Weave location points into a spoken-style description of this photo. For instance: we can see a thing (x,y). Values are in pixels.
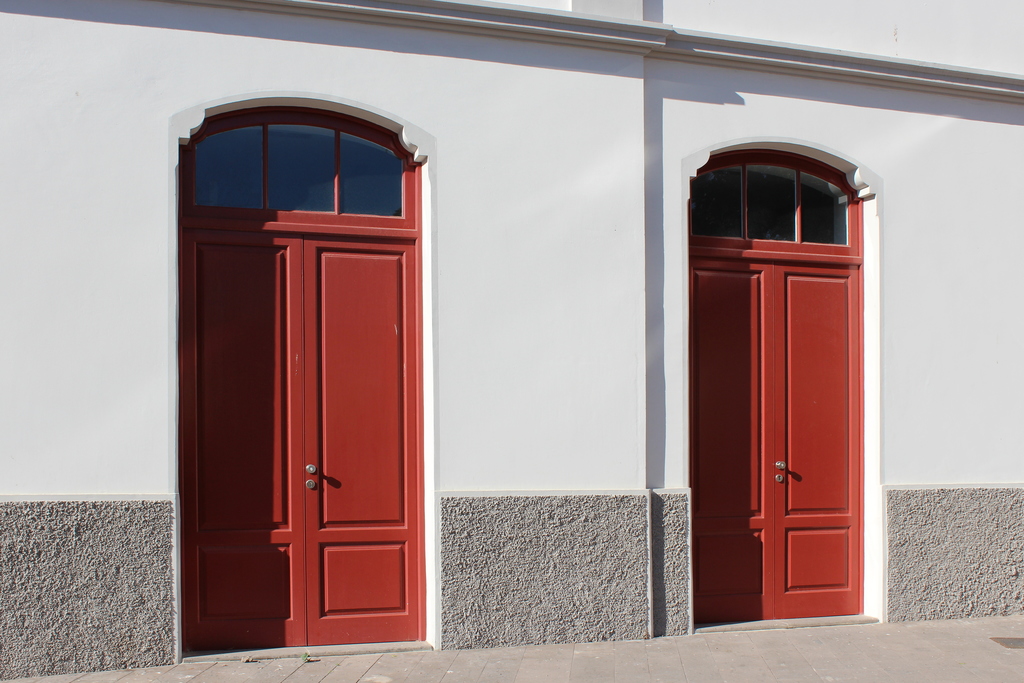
This image consists of a building (545,459). In the front (533,435), we can see two doors (807,365) and a wall (366,52) in white color. At the bottom (877,635), there is a road (731,672).
